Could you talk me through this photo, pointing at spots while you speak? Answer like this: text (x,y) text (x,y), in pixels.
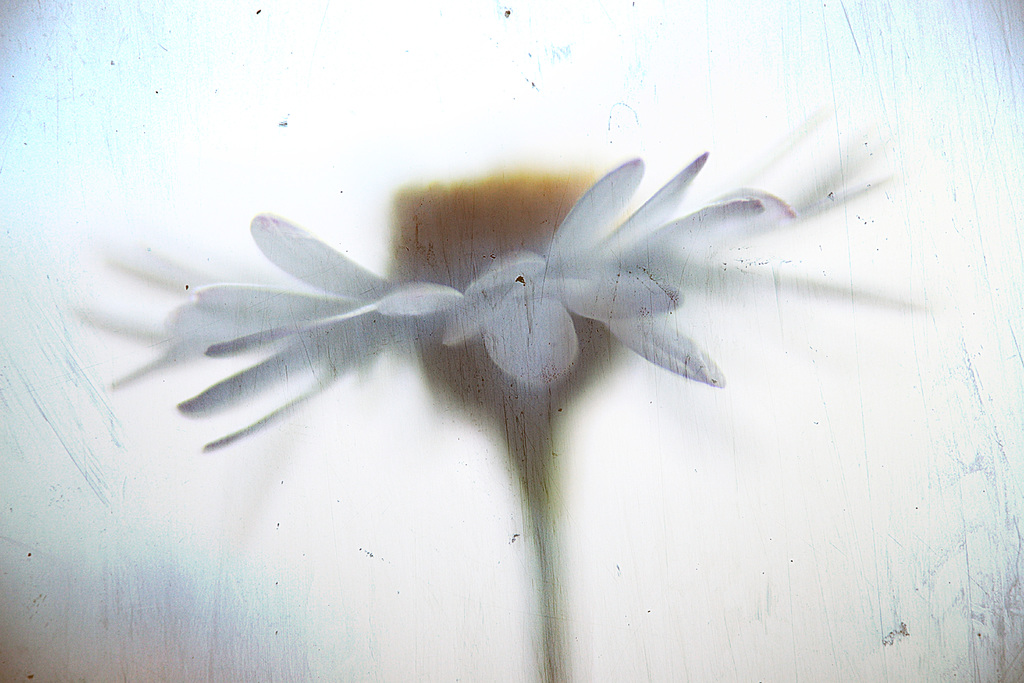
In this image we can see the white color flower (681,196) which is slightly blurred and the background of the image (193,589) is in white color.
